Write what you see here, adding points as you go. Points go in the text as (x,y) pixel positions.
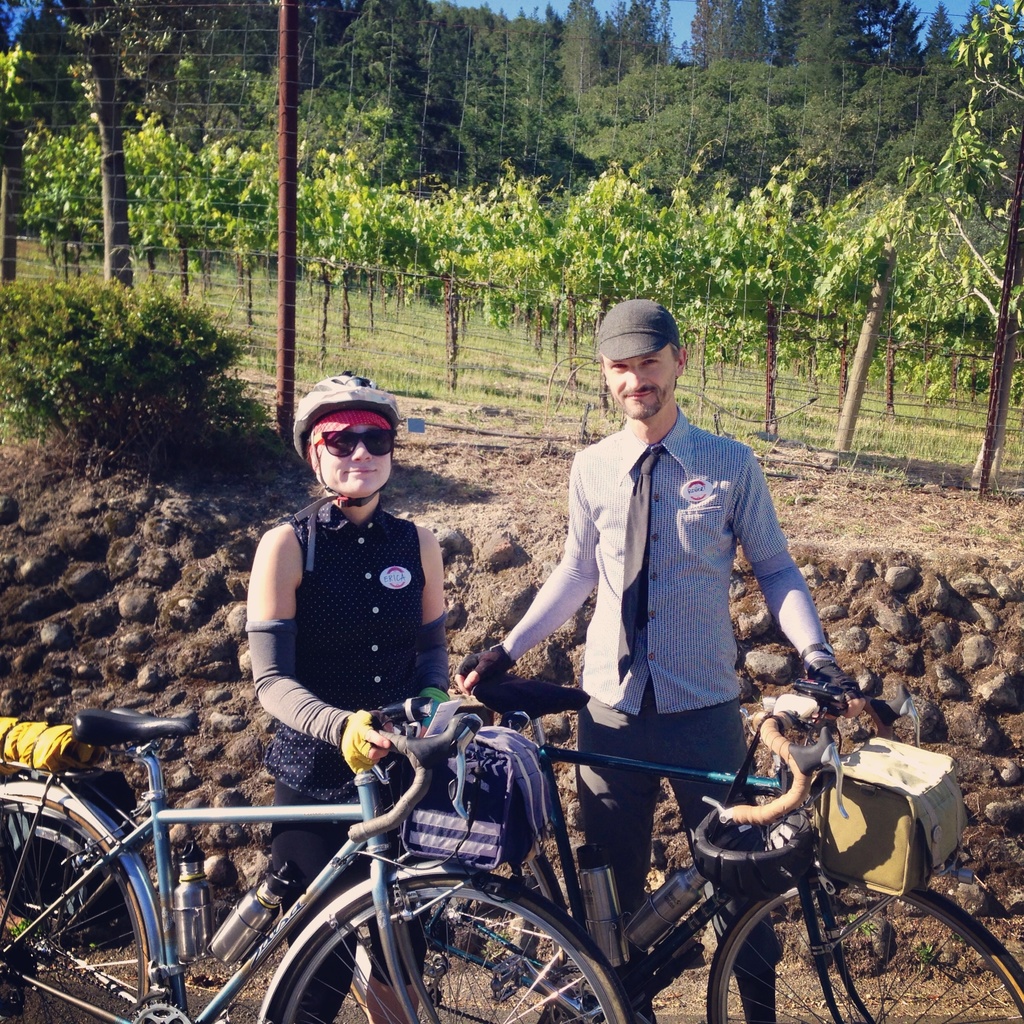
In this image we can see two persons (769,993) are standing on the ground (228,968) and they are smiling. Here we can see bicycles (409,1016), bags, poles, plants (86,184), and grass (551,364). In the background (537,161) there are trees (762,84) and sky (962,14).
